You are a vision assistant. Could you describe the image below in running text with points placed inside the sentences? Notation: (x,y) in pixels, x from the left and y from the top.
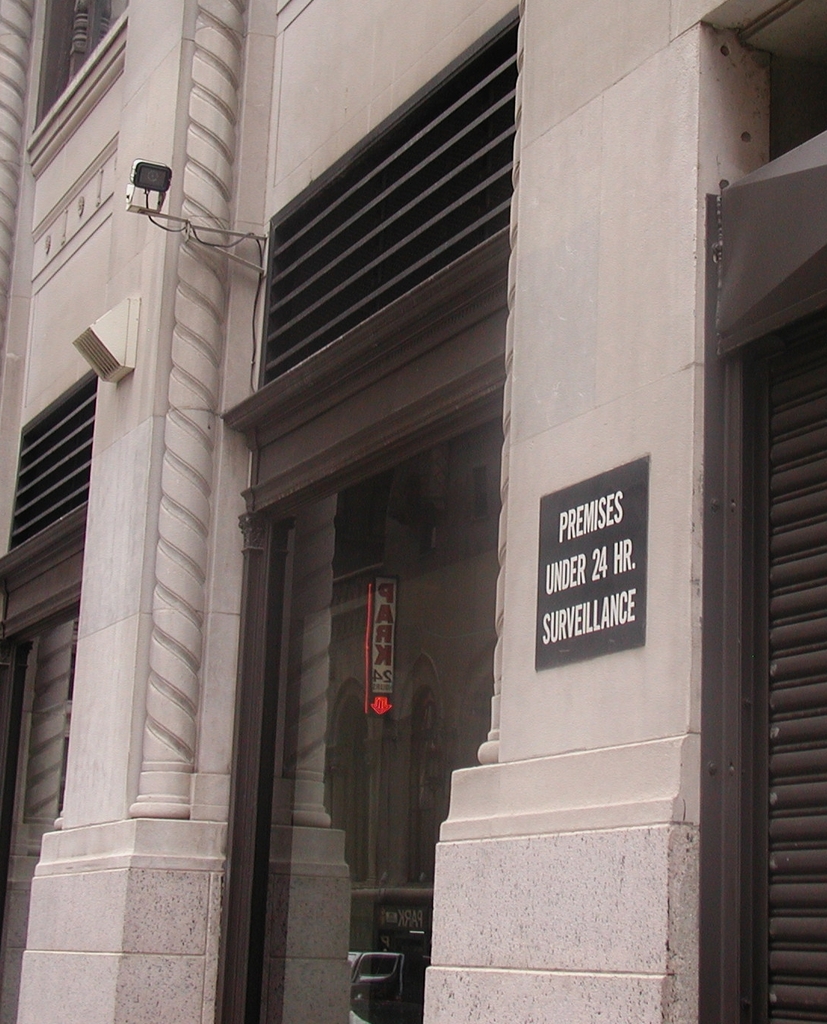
In this picture we can see a building (544,150), glass (457,472), shutter (787,423), light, name boards (568,642) and some objects (116,361).
